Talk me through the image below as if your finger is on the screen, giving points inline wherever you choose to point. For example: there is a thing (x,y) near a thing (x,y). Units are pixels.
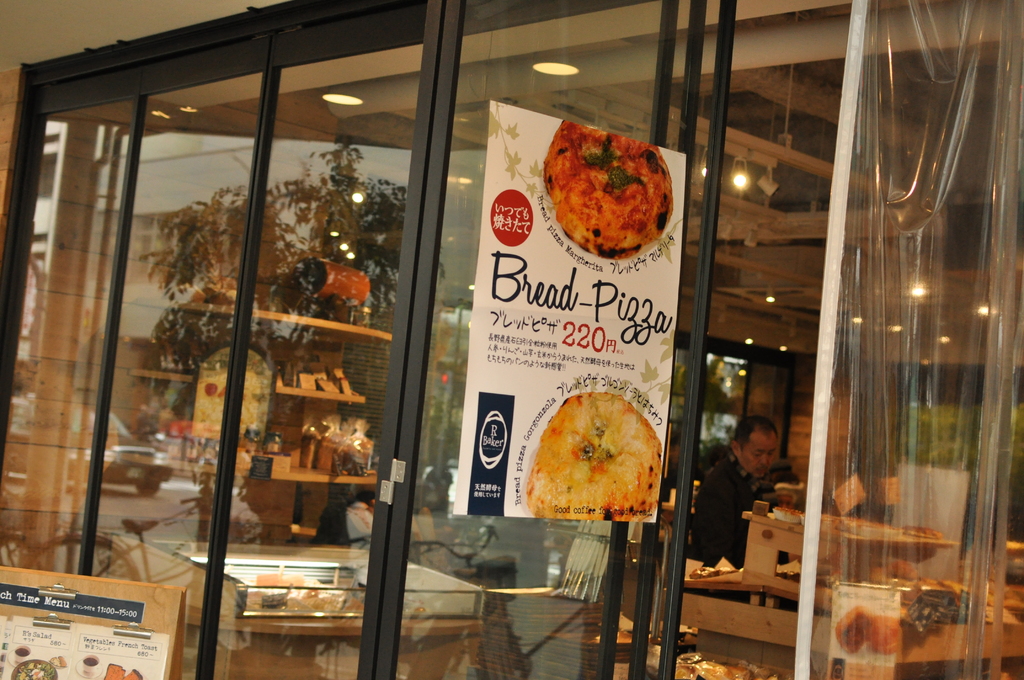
In the foreground of the picture (146,213) I can see the glass windows (292,160) and glass door (403,330) of a restaurant (513,397). I can see a hoarding board (482,284) on the glass window (671,416). There is a wooden table stand (146,596) on the bottom left side of the picture (132,600). There is a lighting arrangement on the roof (754,203). I can see a man (741,429) on the right side (703,498). I can see the wooden tables (527,603) on the floor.
